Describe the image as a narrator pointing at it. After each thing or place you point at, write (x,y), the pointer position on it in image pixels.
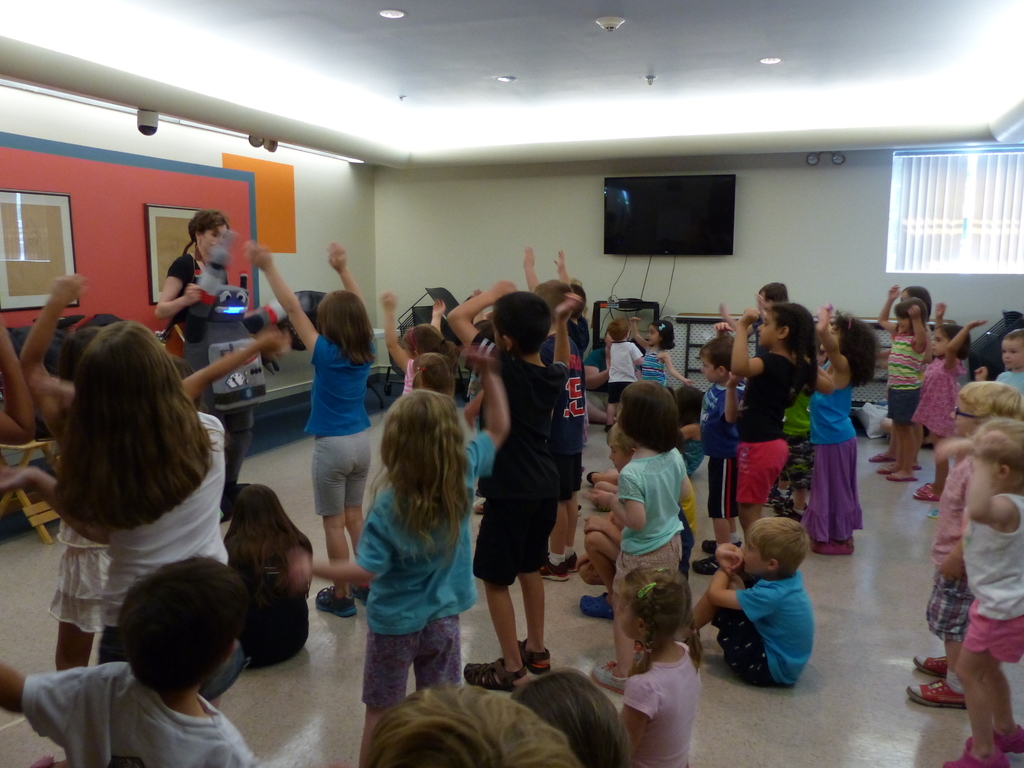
In this image we can see a group of children (970,635) standing on the ground (290,474), some children (797,591) are sitting. To the left side of the image (208,333) we can see a robot (213,346) and a woman (205,254) standing on the ground (274,457). In the background (989,254), we can see a window (964,218), television (685,218) on the wall (717,301), cardboard (714,325), photo frames (153,232) on the wall (104,229), some lights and some chairs (439,294) placed on the ground (38,562).
